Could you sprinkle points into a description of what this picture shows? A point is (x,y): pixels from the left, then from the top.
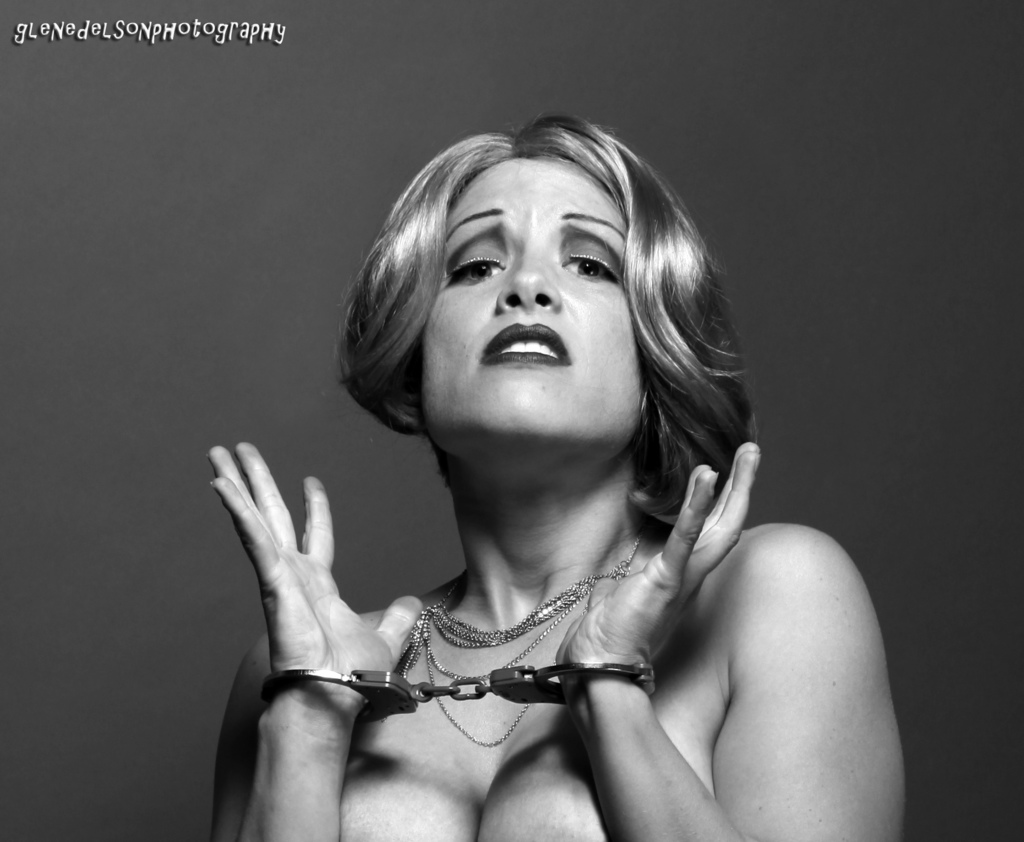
This image consists of a woman (571,833). She is having handcuffs (646,671).
